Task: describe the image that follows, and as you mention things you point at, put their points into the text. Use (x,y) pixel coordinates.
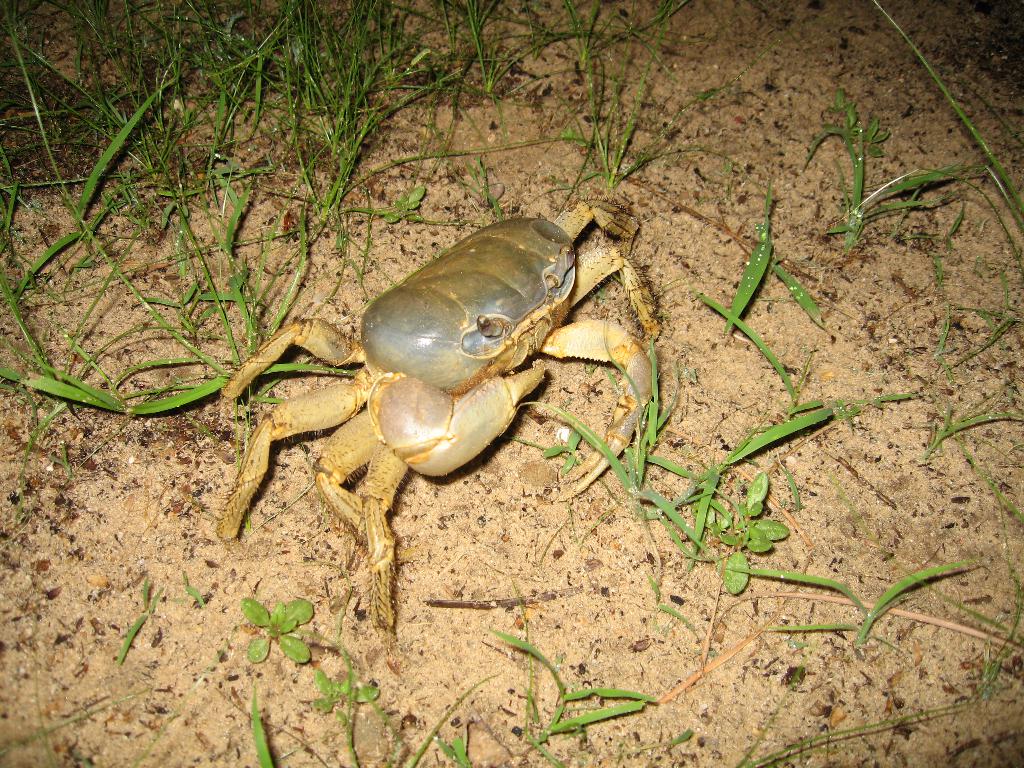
In this picture, we see a crab (419,395). At the bottom (336,589), we see the grass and the sand (547,612). In the background (168,108), we see the grass (254,123).
